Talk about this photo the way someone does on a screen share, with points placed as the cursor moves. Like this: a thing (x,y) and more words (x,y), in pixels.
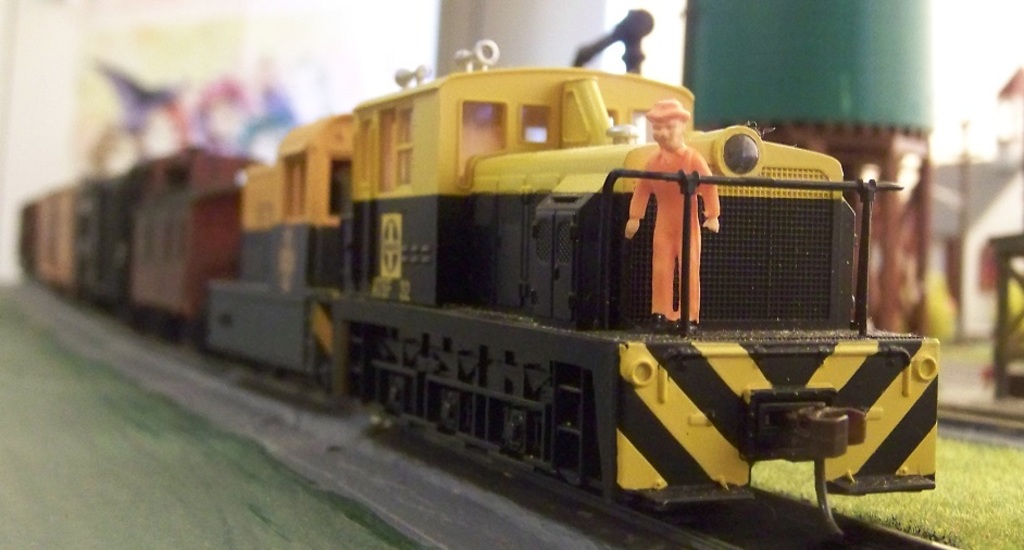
In this picture I can see there is a train (720,492) on the track (714,514) and it is in yellow color and there is a man (680,226) standing and in the backdrop (789,77) there is a pillar (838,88).
